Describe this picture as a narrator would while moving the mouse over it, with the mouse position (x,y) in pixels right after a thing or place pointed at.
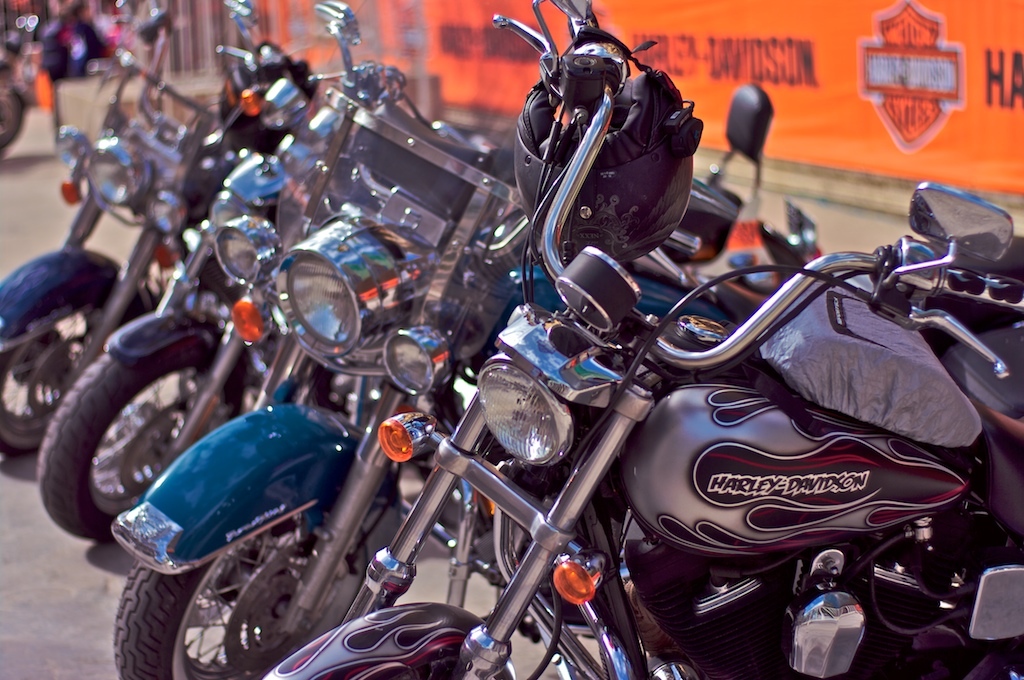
In this picture, we see bikes (421,418) parked on the road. These bikes (492,315) are in grey and blue color. In the background (934,85), we see a board (889,90) in orange color with some text (667,45) written on it. In the background (61,47), it is blurred.
